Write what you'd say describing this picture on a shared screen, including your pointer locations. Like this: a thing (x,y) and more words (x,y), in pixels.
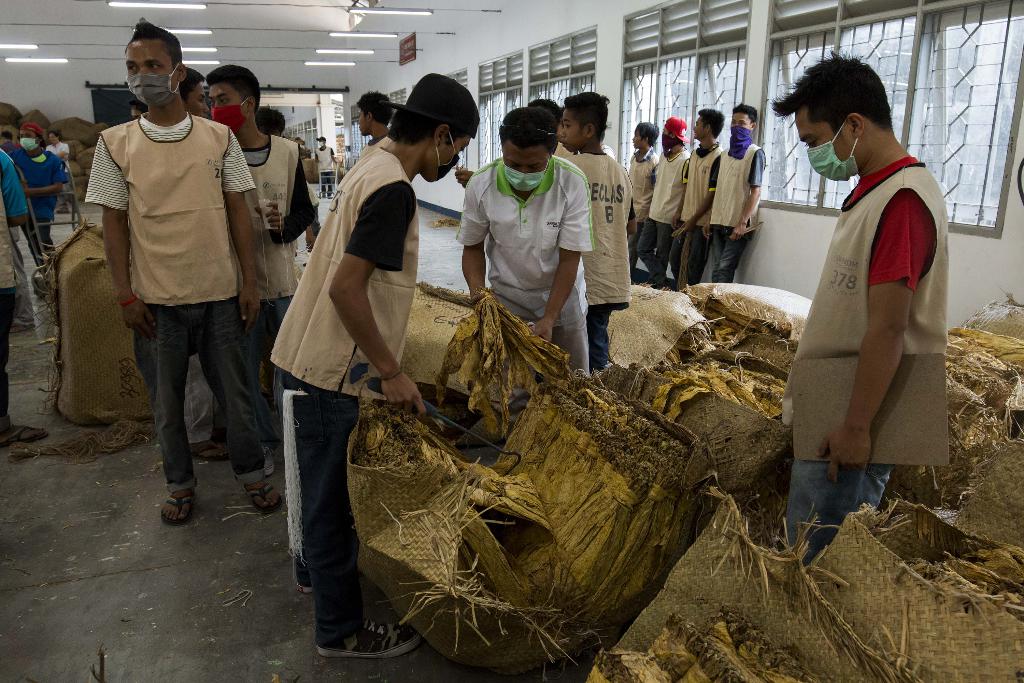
In this image we can see a few people (134,261) standing on the floor (19,341), there are some bags (744,592) and other objects (606,494) on the floor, at the top (204,33) we can see some lights (204,33) and also we can see the windows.
